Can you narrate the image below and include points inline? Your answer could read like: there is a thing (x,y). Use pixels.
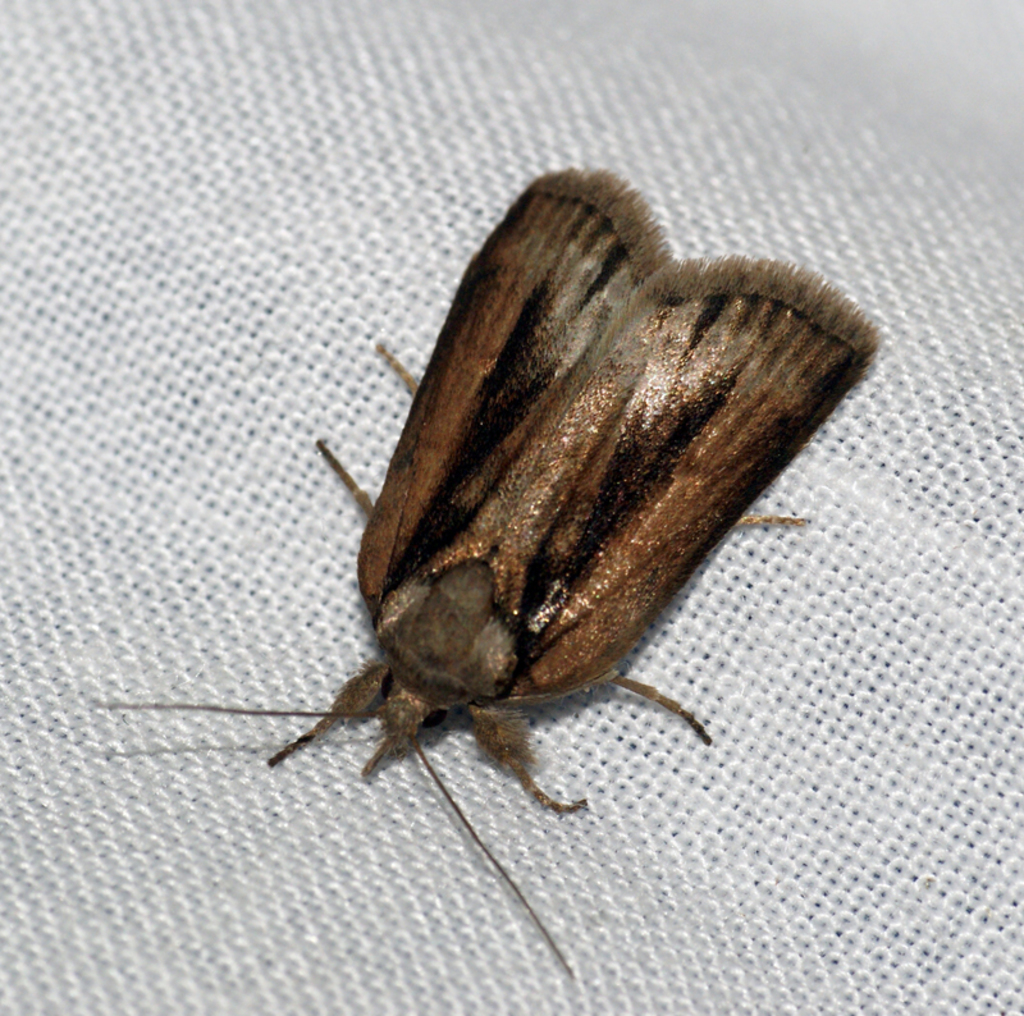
In this picture there is an insect (693,333) in the center of the image (552,523).
